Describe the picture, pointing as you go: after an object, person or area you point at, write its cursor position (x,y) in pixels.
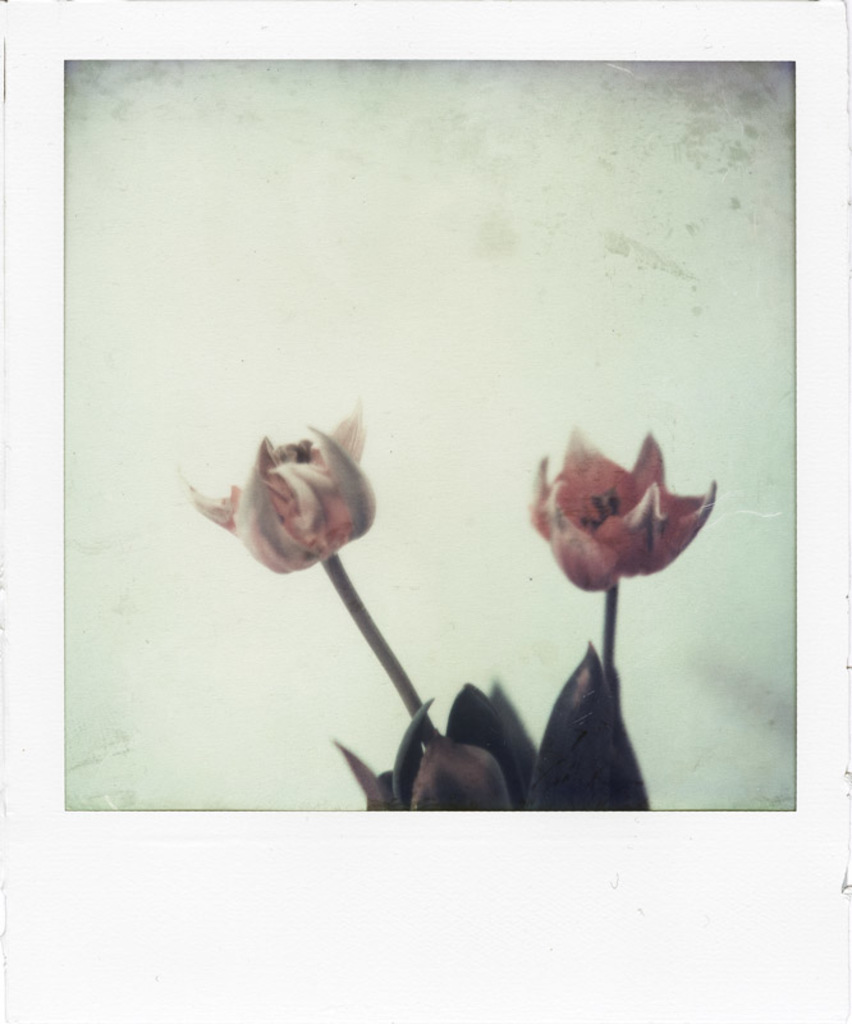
In this image there is white background (604,361). We can see flowers (313,544) with stems (351,598) and leaves (501,755).
